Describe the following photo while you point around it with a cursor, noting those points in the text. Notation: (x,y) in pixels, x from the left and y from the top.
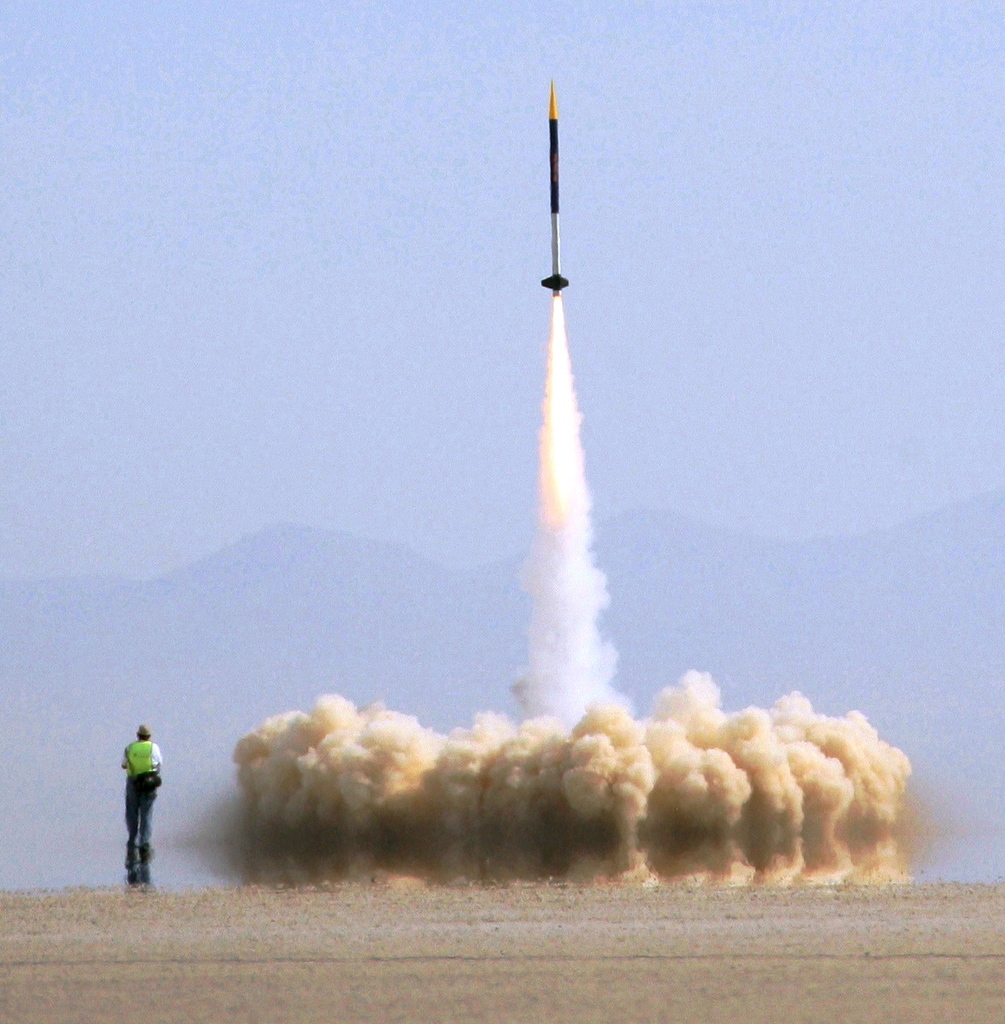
In this image there is a rocket (556,230) moving into the air (542,164). Below to it there is the fire (550,504). There is smoke (608,734) on the ground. To the left (148,760) there is a person (147,802) standing on the ground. In the background (288,575) there are mountains (756,586). At the top (308,212) there is the sky (199,242).
